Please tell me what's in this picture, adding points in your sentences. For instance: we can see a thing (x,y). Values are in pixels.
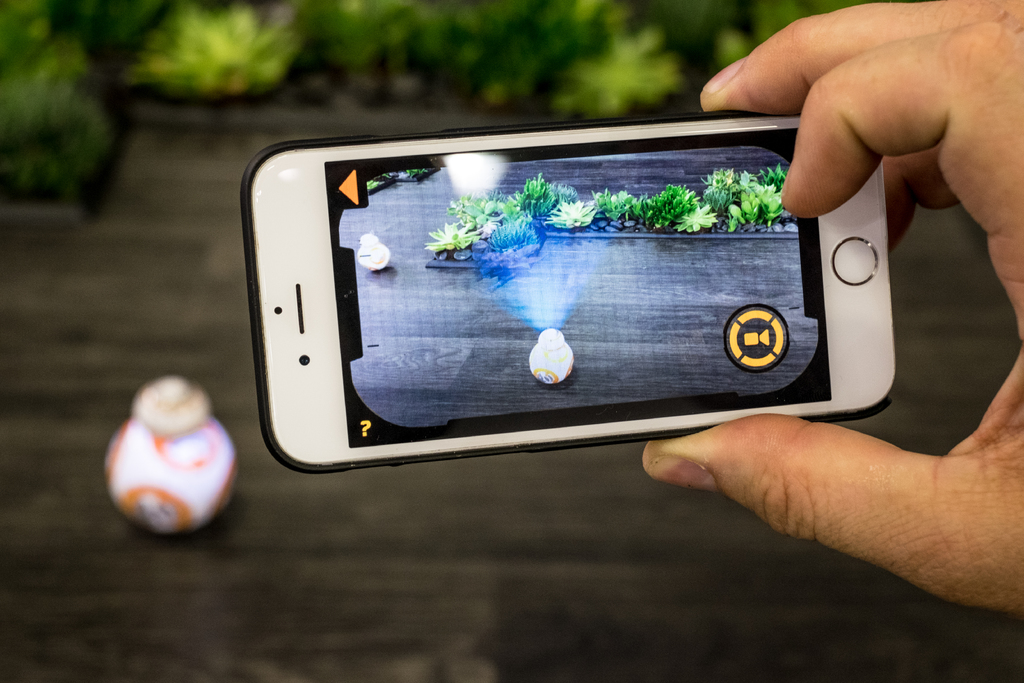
We can see a person hand (873,82) with a mobile (756,340). On the mobile screen (468,284) there is a toy (549,353). Near to that there are plants (638,207). In the background (140,454) it is blurry and we can see a toy (157,457).
